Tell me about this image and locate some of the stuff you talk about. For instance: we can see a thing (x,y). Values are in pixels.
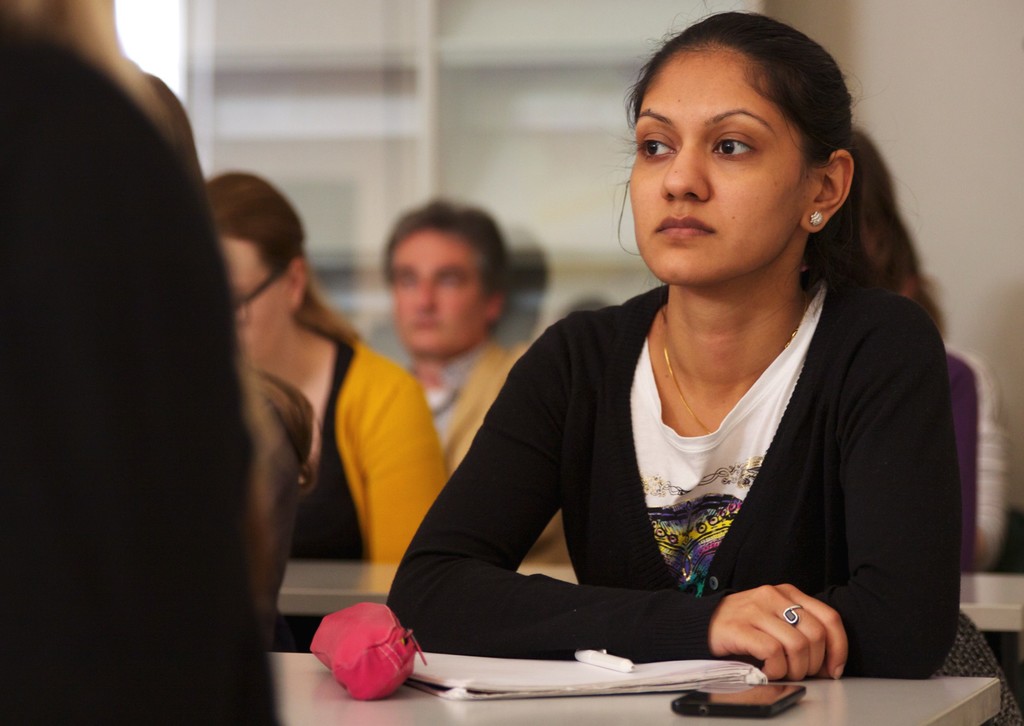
In the image we can see a girl (697,421) sitting, she is wearing clothes (753,503), finger ring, neck chain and ear studs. In front of her there is a table (906,710) on the table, we can see the device (732,690), a book (481,674) and the pouch (343,623). Around her there are other people (234,420) sitting, they are wearing clothes (67,317) and the image is slightly blurred.
